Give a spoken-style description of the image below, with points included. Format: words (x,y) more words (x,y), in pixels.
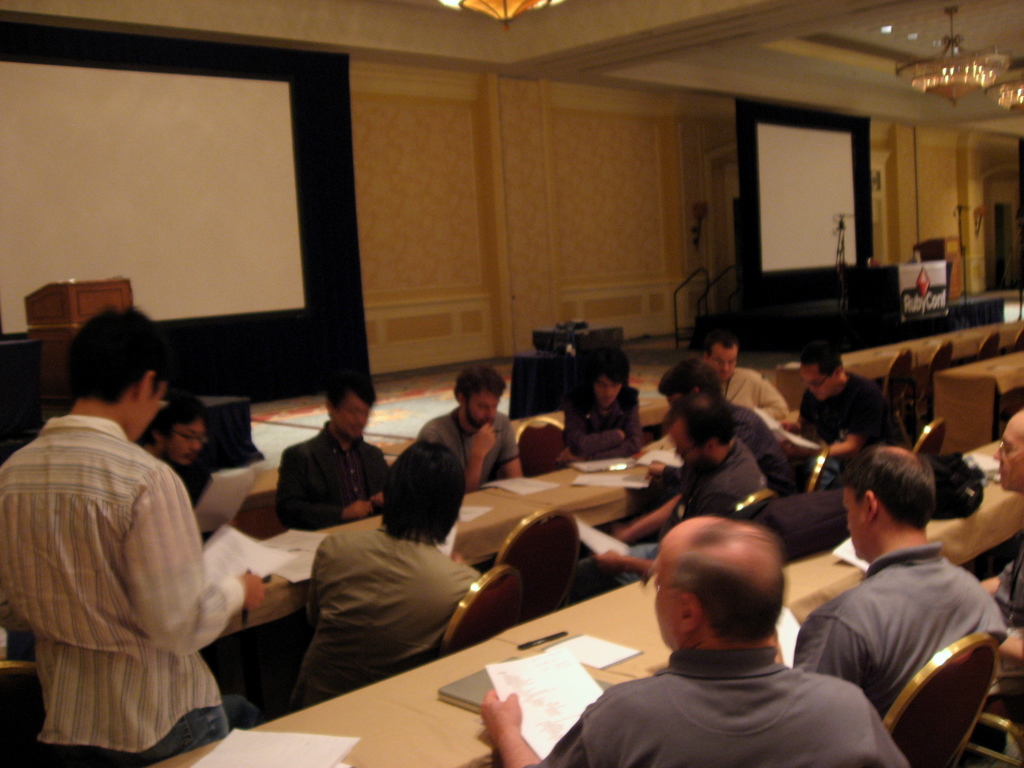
In this image I can see number of people (422,650) are sitting on chairs (920,766) and on the left side (2,508) I can see one man (149,349) is standing. I can also see most of them are holding papers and I can also see number of tables (975,391). On these tables (543,501) I can see number of white colour papers (509,685) and few other stuffs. In the background (122,215) I can see two projector screens (219,140), few stands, few podiums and on the top side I can see few lights (950,30) on the ceiling (460,37).
